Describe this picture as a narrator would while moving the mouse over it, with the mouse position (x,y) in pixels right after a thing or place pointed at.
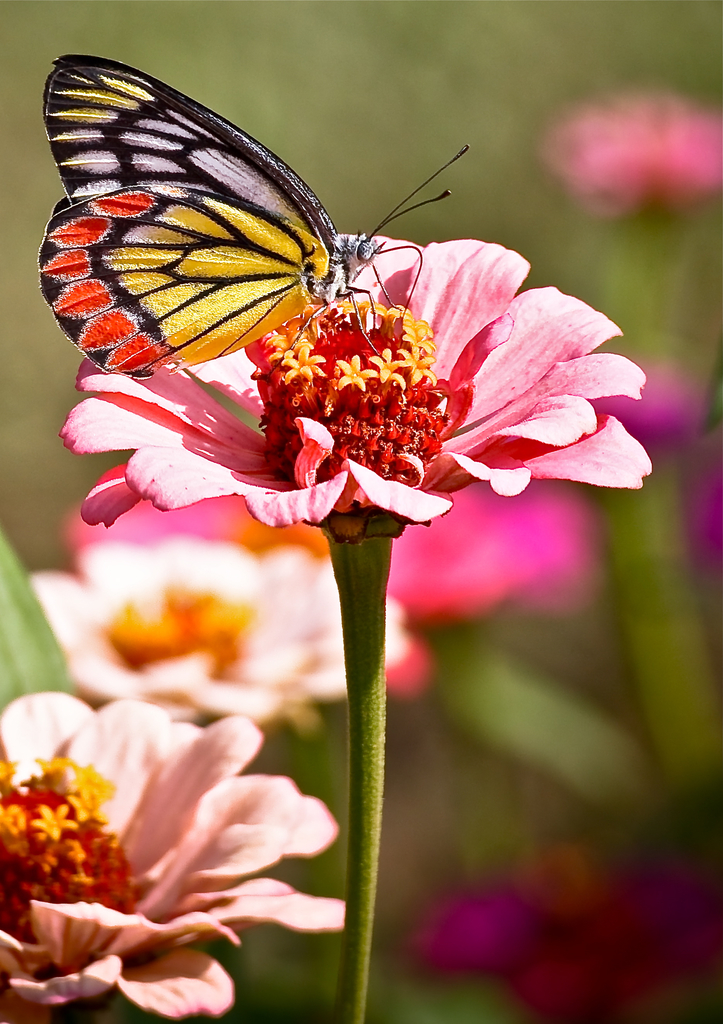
This image is taken outdoors. In this image the background (485,907) is a little blurred and there are a few flowers (593,167) with plants (541,903). In the middle of the image (308,539) there are a few flowers (269,553) and there is a butterfly (224,243) on the flower (385,344).
